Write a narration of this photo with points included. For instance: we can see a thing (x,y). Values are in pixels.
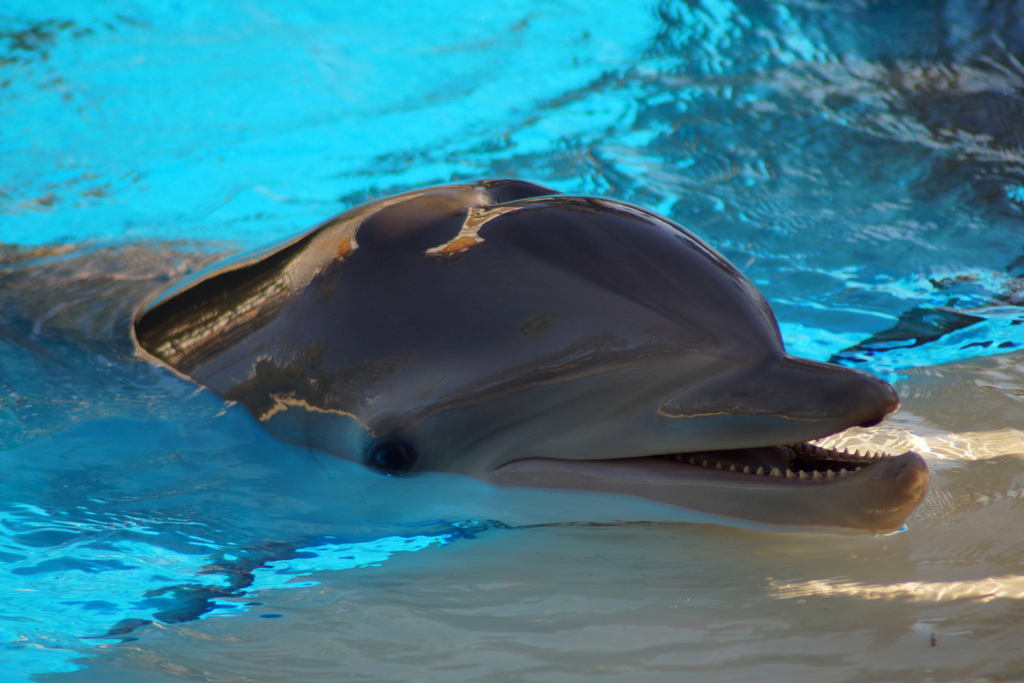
In this picture we can see a dolphin (334,354) in the water (54,256).
